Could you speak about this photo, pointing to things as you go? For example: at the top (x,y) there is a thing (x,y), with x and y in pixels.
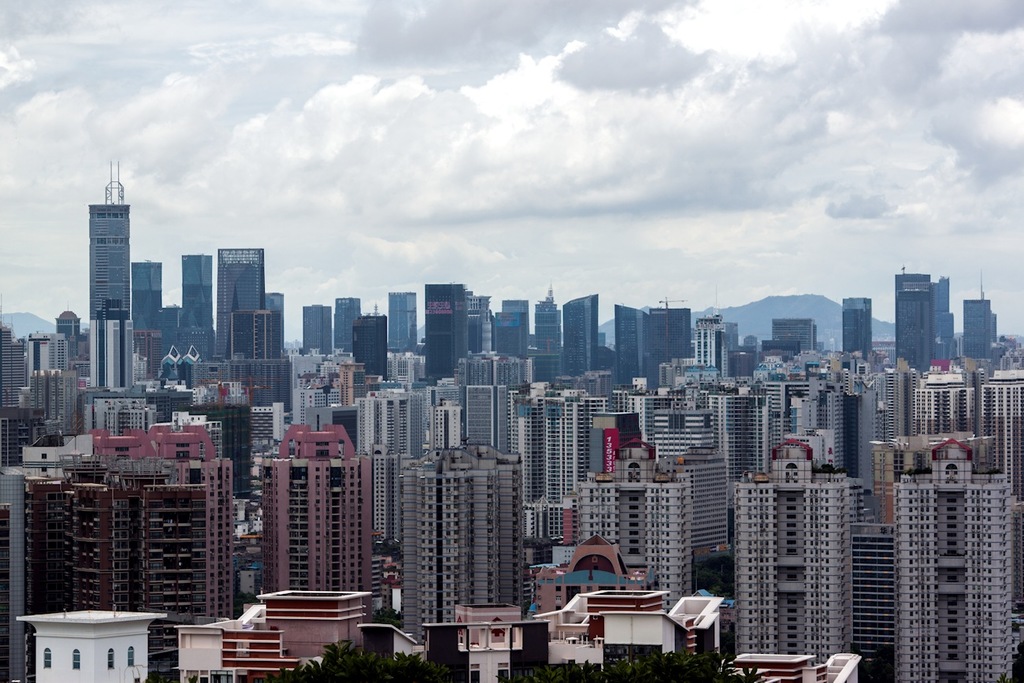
In the image there are many buildings (434,386). At the bottom of the image (400,662) there are trees (354,650). Behind the buildings (315,348) there are hills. At the top of the image (675,100) there is sky (743,79) with clouds (632,53).
